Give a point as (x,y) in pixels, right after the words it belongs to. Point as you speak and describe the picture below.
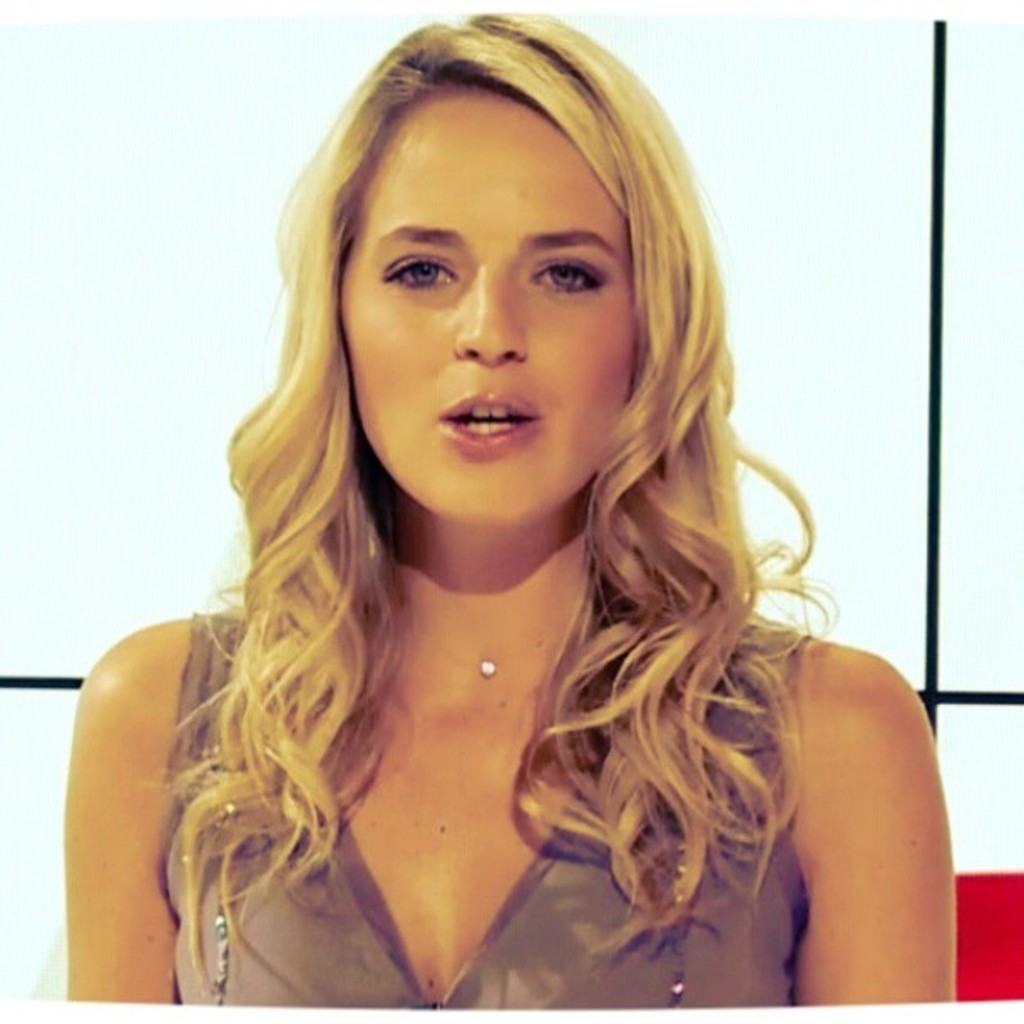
In this picture there is a girl (618,611) in the center of the image (382,514) and there is a poster (29,631) in the background area of the image (3,870).
